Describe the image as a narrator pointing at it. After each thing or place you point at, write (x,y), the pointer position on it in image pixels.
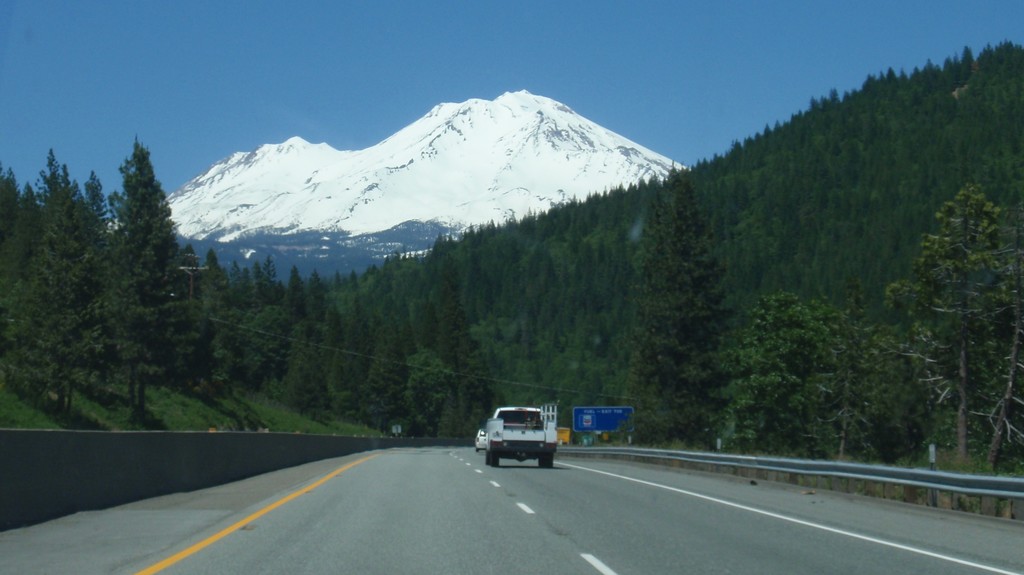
In this image we can see vehicles (505,418), trees (596,220), mountains (459,200), road (565,475), board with some text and we can also see the sky (296,25).
